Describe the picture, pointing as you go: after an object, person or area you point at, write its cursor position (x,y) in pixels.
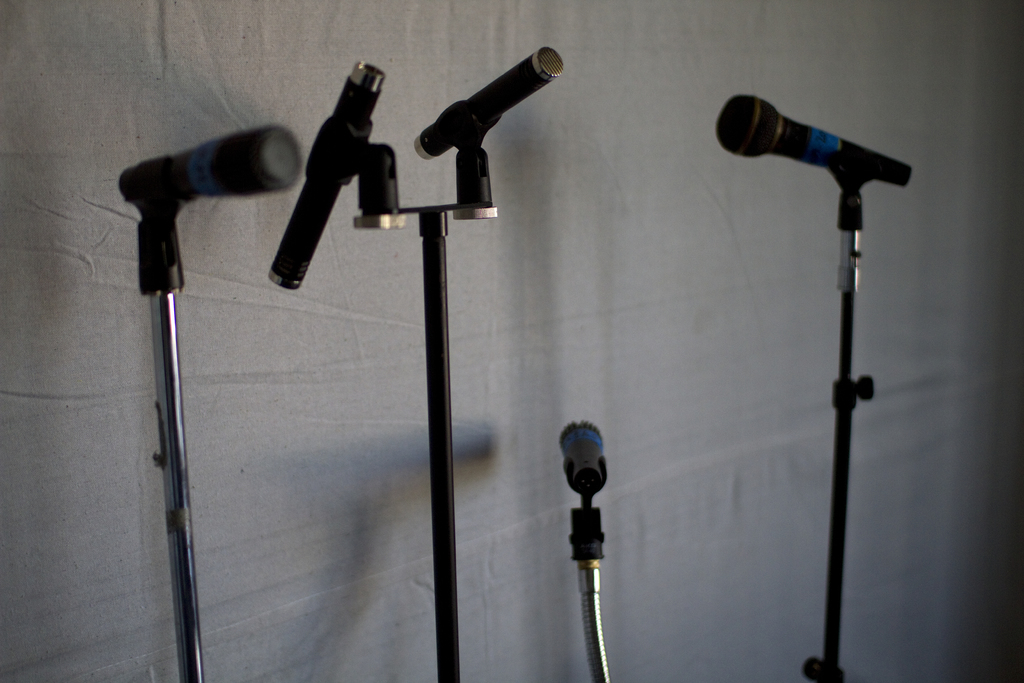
These are microphones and stands (175,364), this is wall (521,357).
